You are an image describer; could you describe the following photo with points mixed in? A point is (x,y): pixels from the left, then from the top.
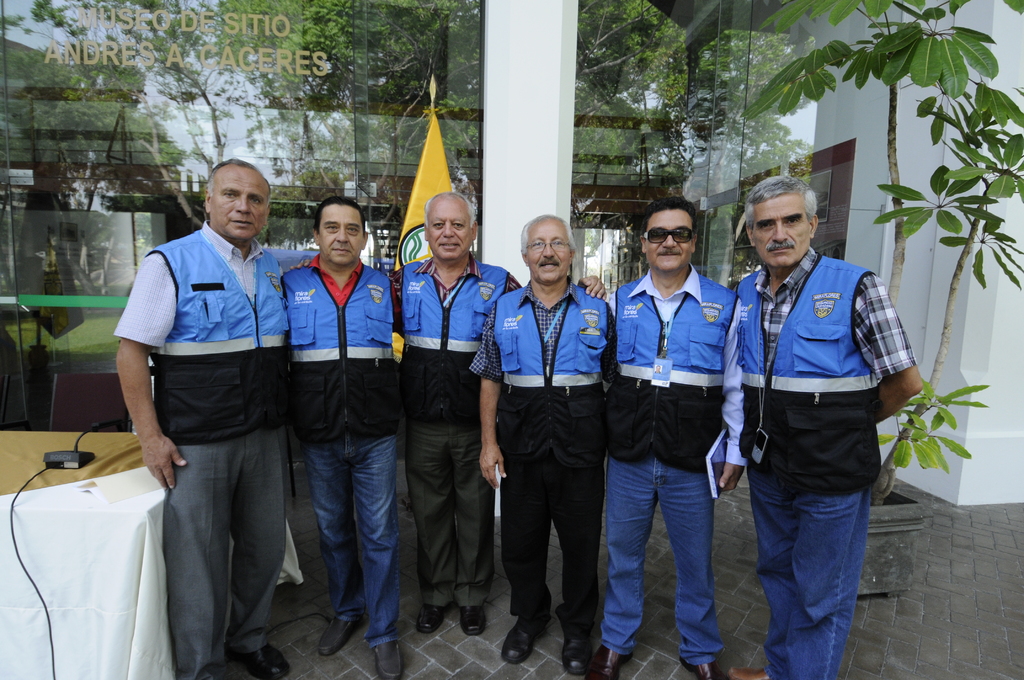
In this picture we can see a group of men (697,477) wore shoes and standing on the floor (965,614), plant (933,466), table (48,596), flag (402,240), device (77,464) and in the background (32,265) we can see a name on glass (282,90).
